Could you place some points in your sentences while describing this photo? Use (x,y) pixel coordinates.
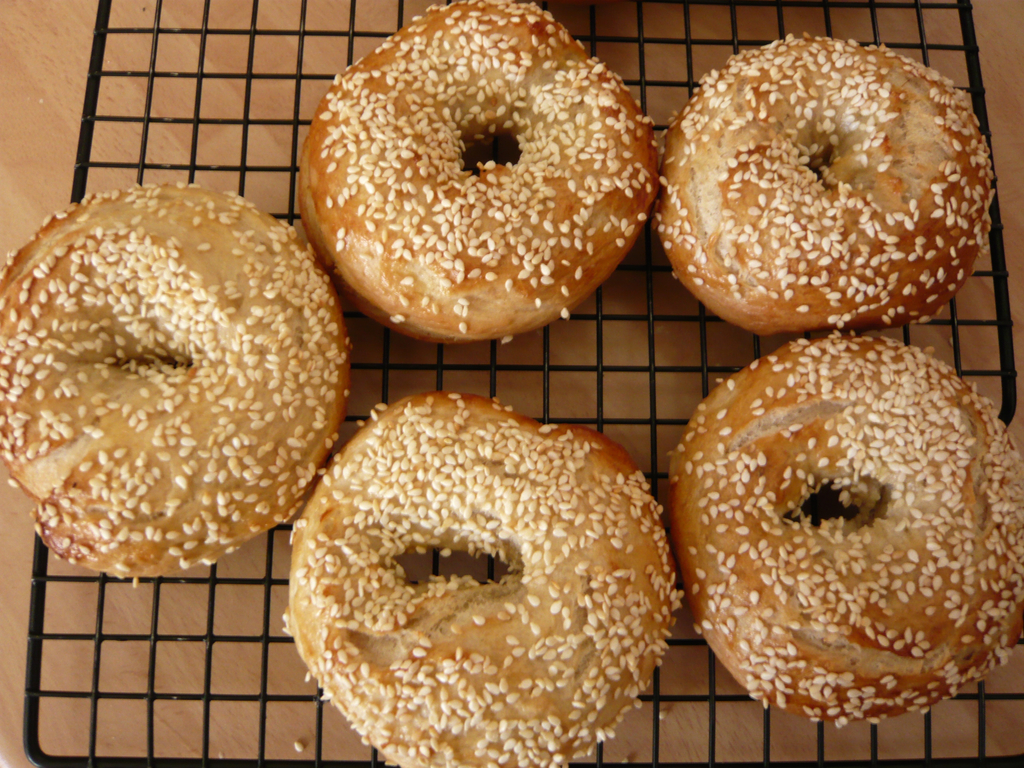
In the center of the image (524,468) there are bagels (332,444) on the grill (93,679).
